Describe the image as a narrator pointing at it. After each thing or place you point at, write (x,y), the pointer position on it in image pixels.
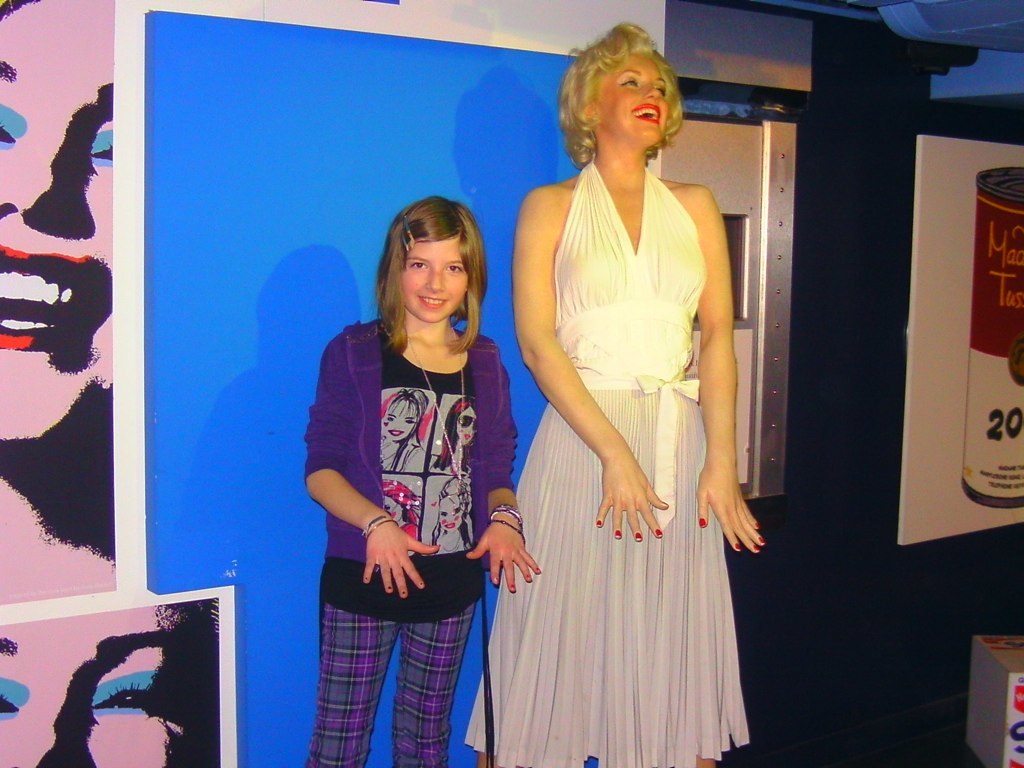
In the middle (433,446) a girl (433,469) is standing by showing her hands (498,547), she wore a purple color sweater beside her a beautiful woman (647,299) is standing. She wore a white color dress (669,286) and she is smiling.
